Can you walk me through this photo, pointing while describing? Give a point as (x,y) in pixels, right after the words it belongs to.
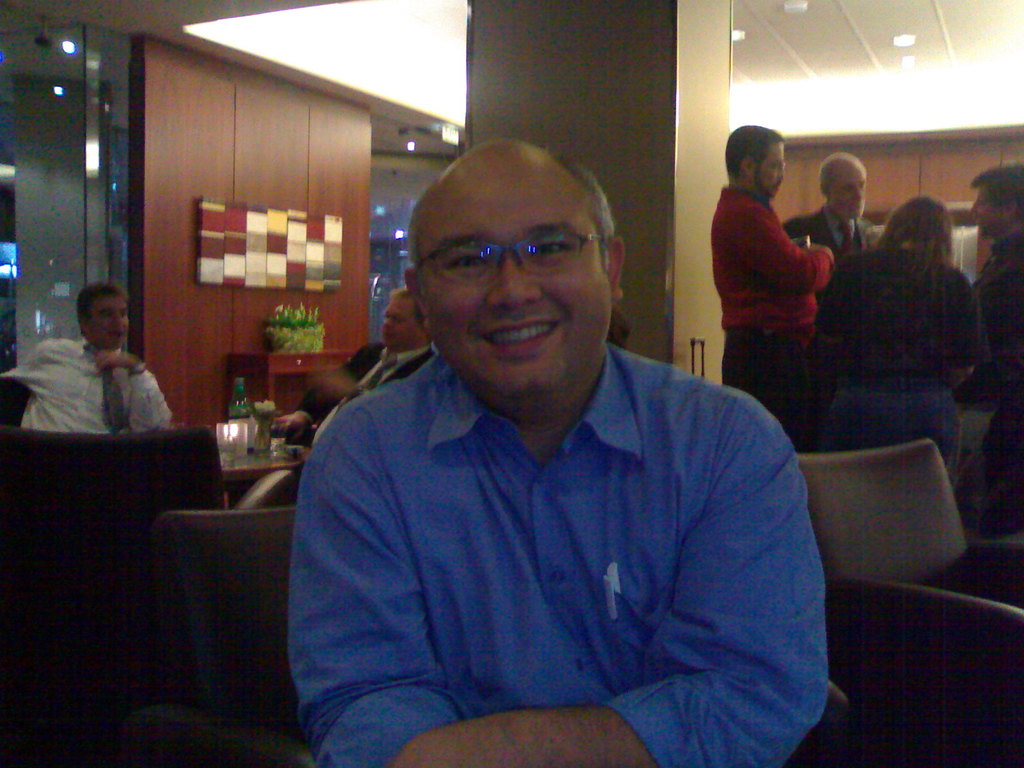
In this image we can see a man (329,481) sitting on a chair (264,565). On the backside (803,364) we can see a group of people (808,382) standing. We can also see two men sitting on the chairs (292,482) beside a table (251,460) containing some glasses (234,449) and a bottle (234,422) on it, a board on a wall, a table (300,357) with a basket (289,349) on it, a pillar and a roof (847,40) with some ceiling lights (426,51).
